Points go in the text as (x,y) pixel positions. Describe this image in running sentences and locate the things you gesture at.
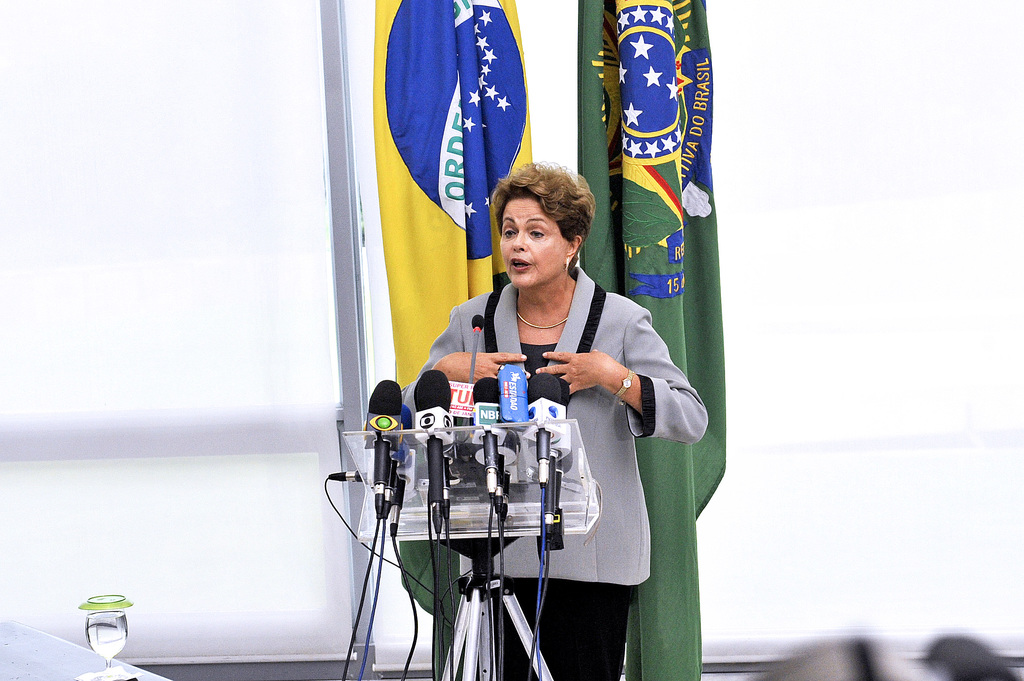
In this image I can see a woman (530,355) is standing in front of microphones (501,467). In the background (475,128) I can see flags (608,139). Here I can see a glass (102,644).
